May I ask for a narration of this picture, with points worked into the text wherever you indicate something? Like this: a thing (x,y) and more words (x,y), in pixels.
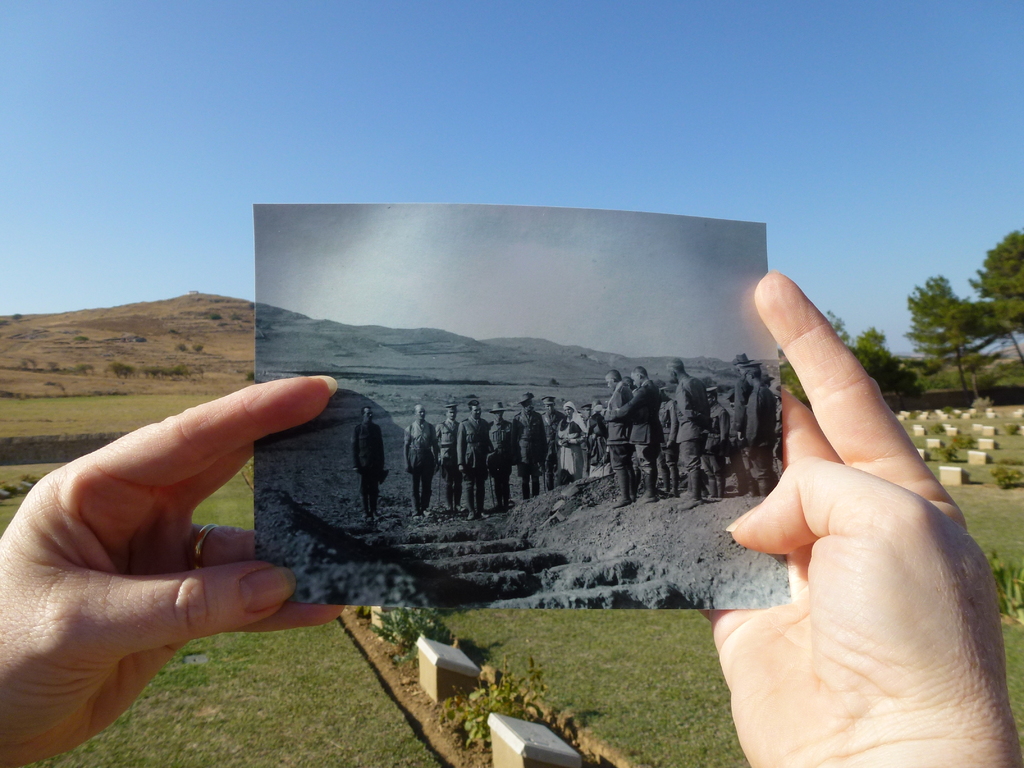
In this image we can see the hands (157,572) of a person (791,609) holding a photo (676,544). Here we can see a group of people (752,381) in the photo (724,409). Here we can see the grass (597,717). Here we can see the trees (894,379) on the right side (1016,278). Here we can see the gravestones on the right side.
